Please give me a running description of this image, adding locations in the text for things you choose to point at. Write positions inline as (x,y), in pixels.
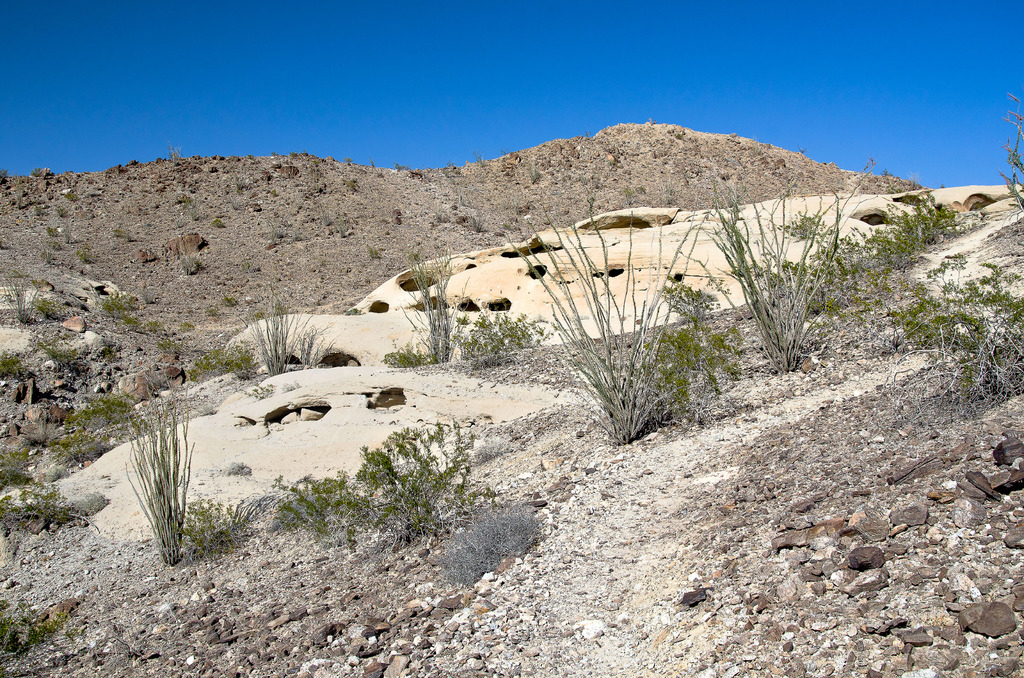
In this image at the bottom (199,538) there are some mountains (189,485), plants (419,441), small stones (739,538) and grass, on the top of the image (364,110) there is sky (693,59).
